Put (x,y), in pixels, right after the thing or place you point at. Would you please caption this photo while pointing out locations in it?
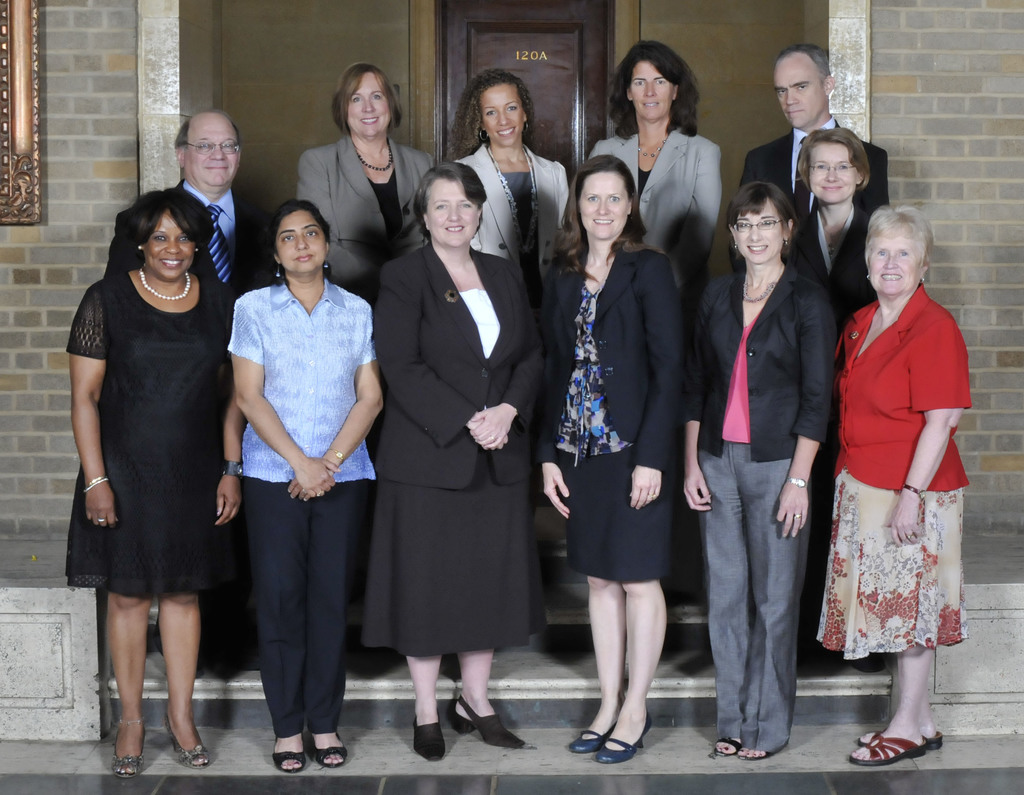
In the image there are a group of people (591,351) standing in front of a door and posing for the photo.
